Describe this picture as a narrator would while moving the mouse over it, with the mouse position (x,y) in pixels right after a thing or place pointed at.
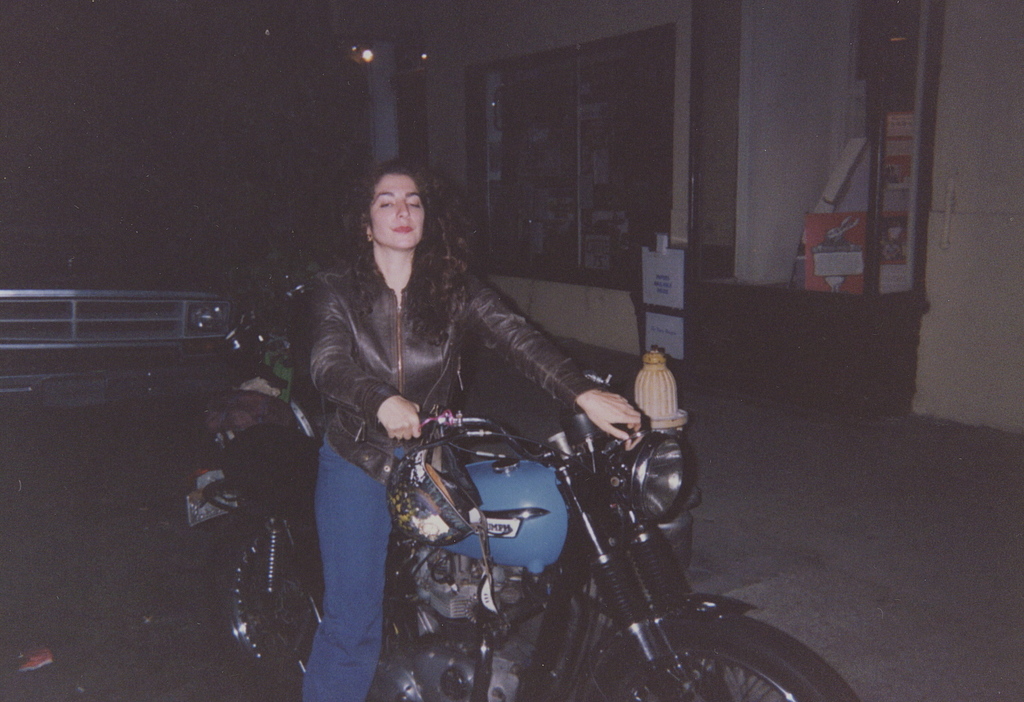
This is the picture taken in the nighttime. The woman (385,403) is riding a bike (480,470). Background of the woman (391,360) is a building (551,155).
